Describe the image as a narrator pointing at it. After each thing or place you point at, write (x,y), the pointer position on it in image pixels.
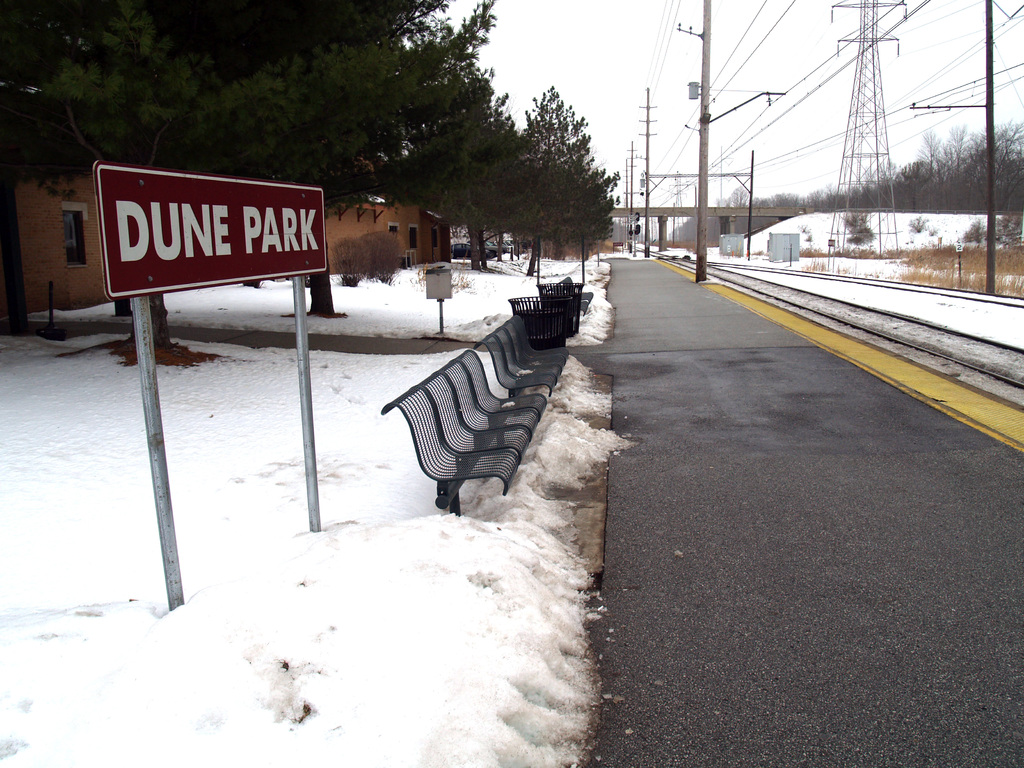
As we can see in the image there is snow (247,641), chairs (507,416), dustbins (561,299), trees (239,122), buildings (371,227), current poles (735,174) and at the top (782,47) there is sky (763,36).
